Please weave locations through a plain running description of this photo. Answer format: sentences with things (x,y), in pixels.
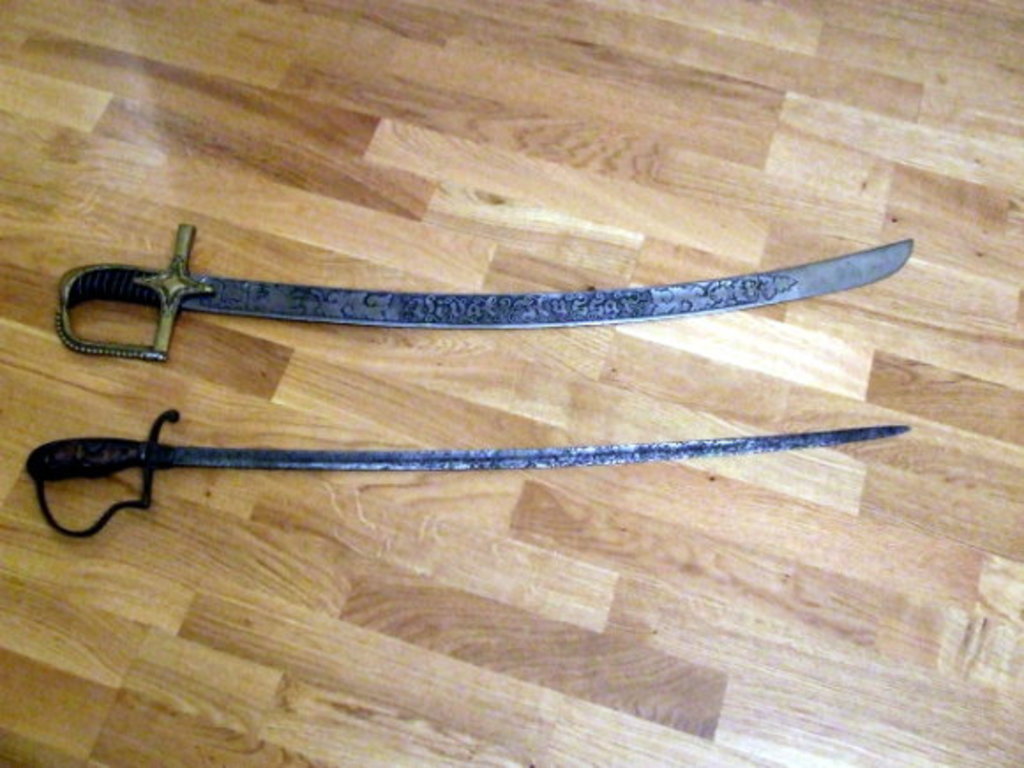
In this picture we can see two swords (109,287) on the floor (464,727).
